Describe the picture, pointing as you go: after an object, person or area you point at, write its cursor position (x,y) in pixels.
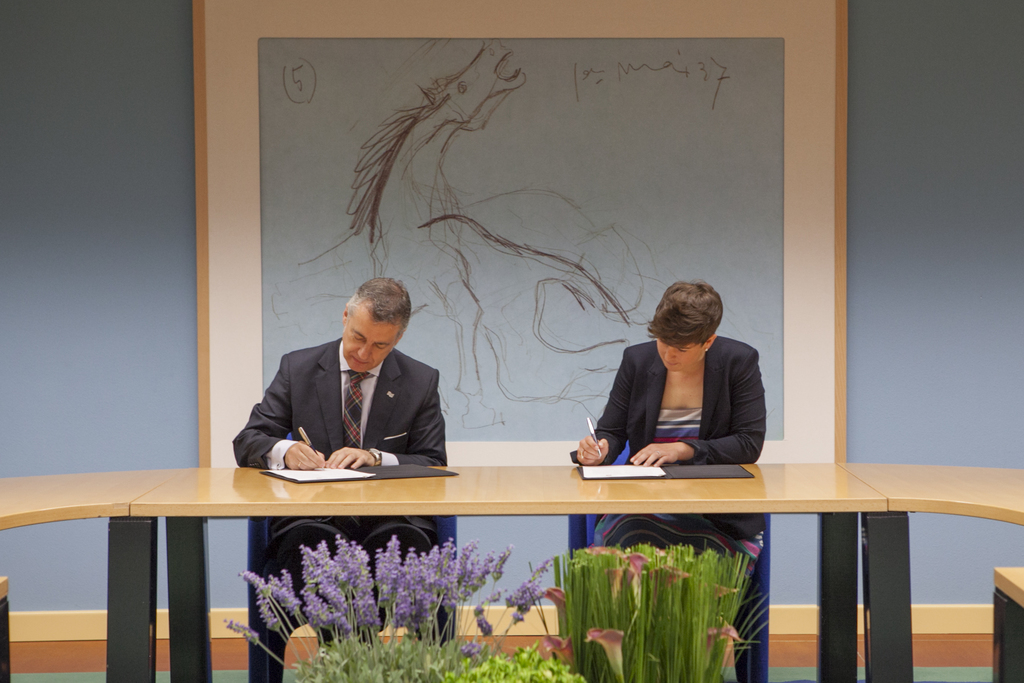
A man (310,358) and a woman (698,517) are sitting at a table (739,479) and writing something on a file (330,477) with a pen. There is a painting (532,342) in their background (379,167). There are some plants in the front of the table (517,477).
